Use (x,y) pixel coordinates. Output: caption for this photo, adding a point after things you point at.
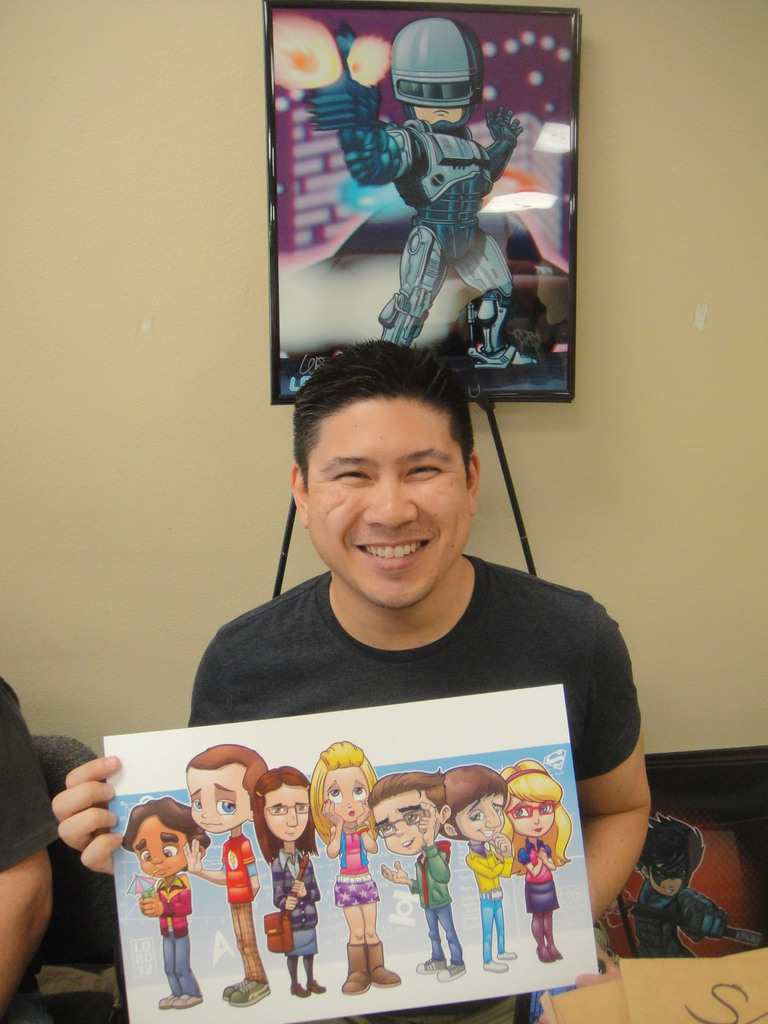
In this image there is a person (31,810) on the left corner (16,814). There is an object (683,946) on the right corner (712,949). There is a person (403,592) holding an object (359,752) in the foreground (351,703). There is an object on the wall (216,226) in the background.
